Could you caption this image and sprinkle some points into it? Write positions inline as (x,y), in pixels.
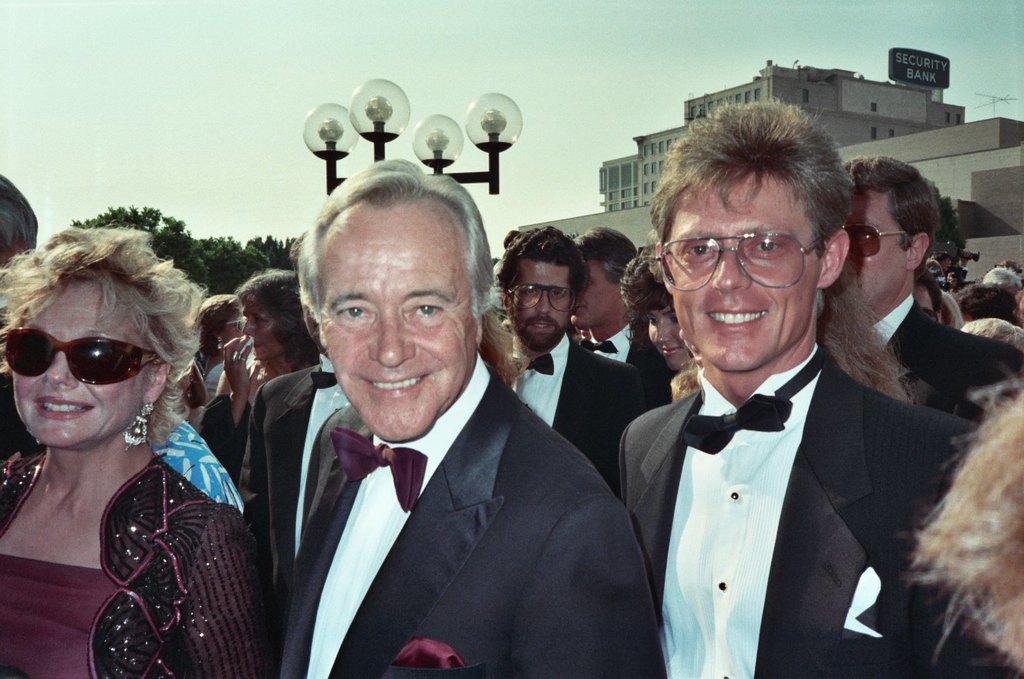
In this image there are a group of people (471,377) some of them are wearing spectacles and goggles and smiling, and in the background (919,136) there are buildings (911,148), lights (379,142), trees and there is a board (924,79) and antenna (983,103) on the building (802,107) and at the top (600,79) there is sky (549,87).
